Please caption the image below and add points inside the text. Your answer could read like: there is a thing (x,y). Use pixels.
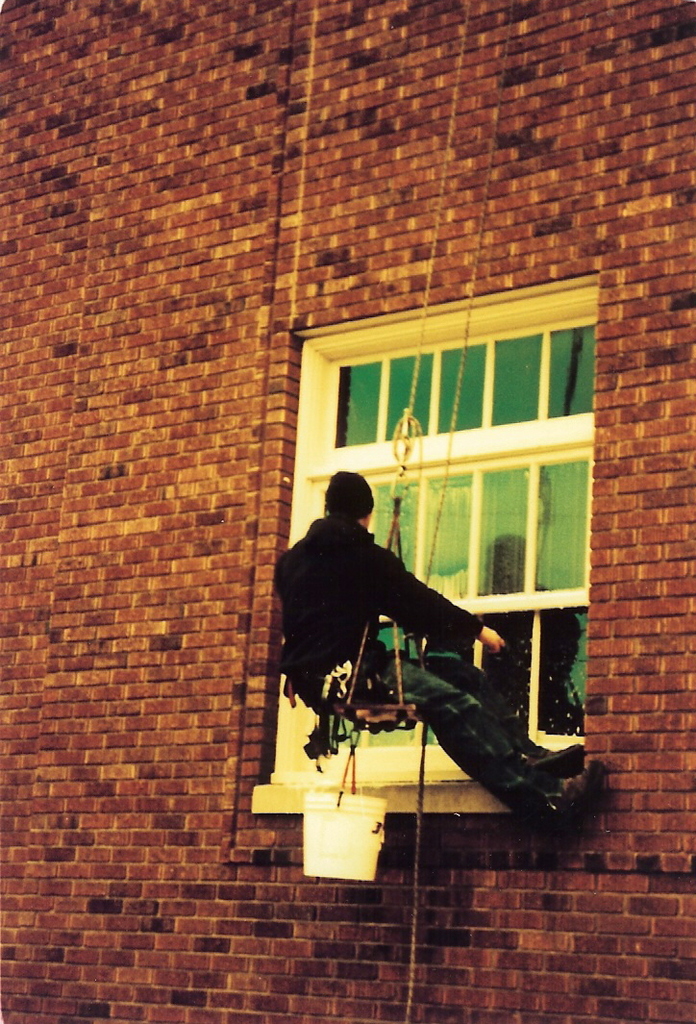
In this image we can see a person (383,685) cleaning the glass window (410,568). There is a bucket (313,851). There is wall (248,201).
